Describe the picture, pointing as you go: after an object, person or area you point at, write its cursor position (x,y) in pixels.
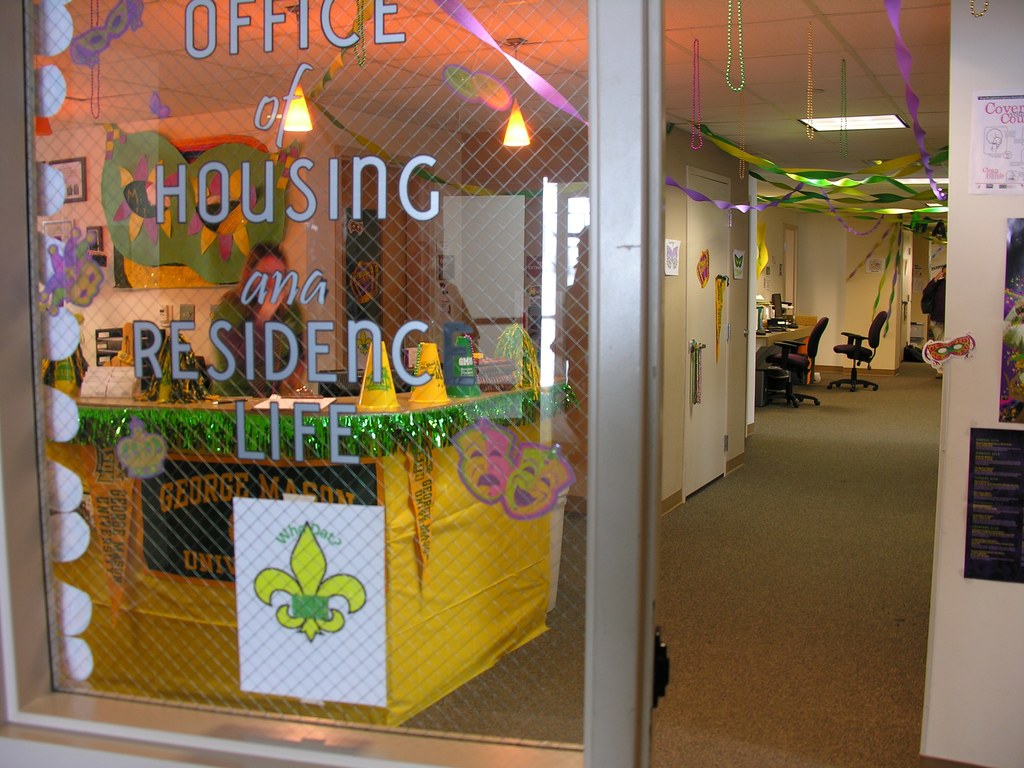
Here we can see a glass door (276,302) and some text (293,180) written on the glass (304,453) and through the glass door (269,330) we can see a person (240,339) standing at the table (410,398). On the table (276,404) there are some items (167,370) and lights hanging to the roof top (404,125). The room (382,119) is decorated and we can see chairs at the table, doors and posters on the wall (78,203).
